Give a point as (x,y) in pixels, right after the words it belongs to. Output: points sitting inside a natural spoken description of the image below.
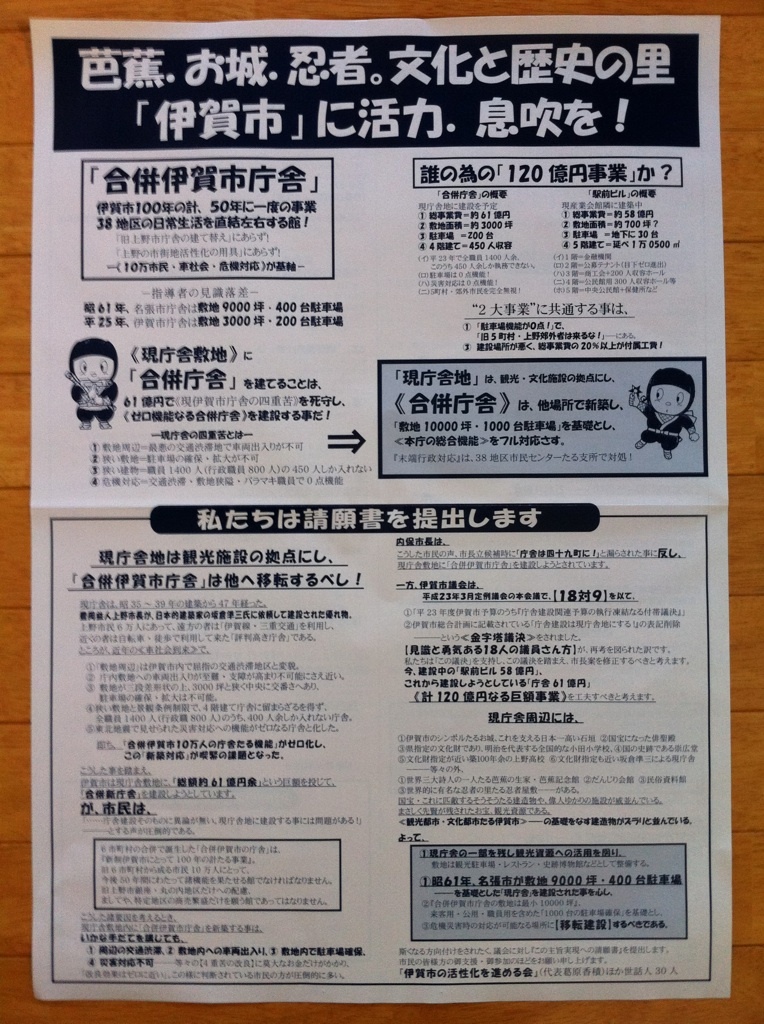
In this picture there is a paper (691,201), on the paper (107,124) there are two cartoon pictures (656,438) and text (150,377). The paper (96,231) is on the table (11,588).
